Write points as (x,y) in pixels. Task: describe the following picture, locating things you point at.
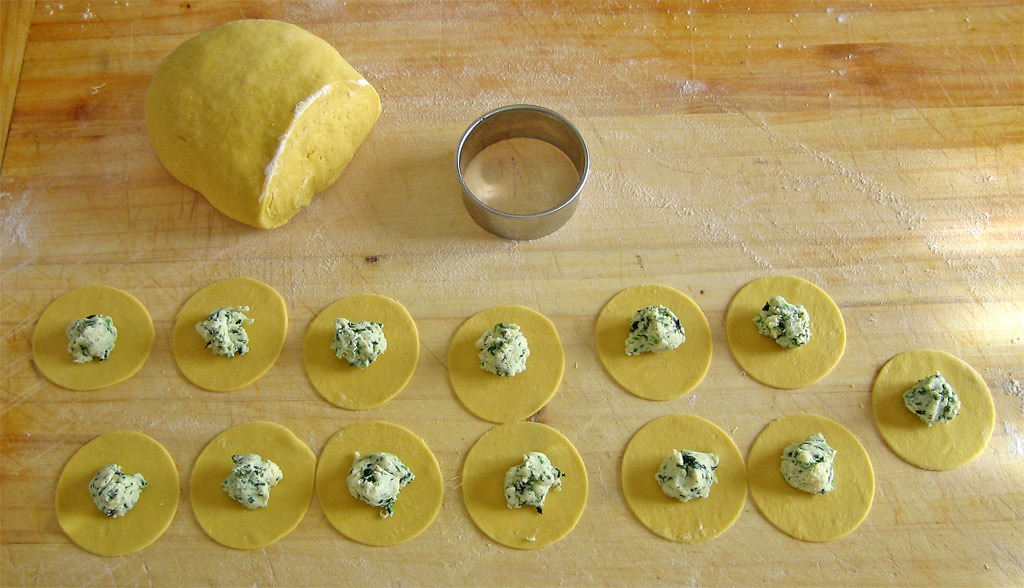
At the bottom of this image (381,479), there are food items (934,429) arranged on a surface (27,303). At the top of this image (258,35), there is a food item (356,134) and a steel object (505,121) placed on the surface (520,208). And the background (843,131) is brown in color.
